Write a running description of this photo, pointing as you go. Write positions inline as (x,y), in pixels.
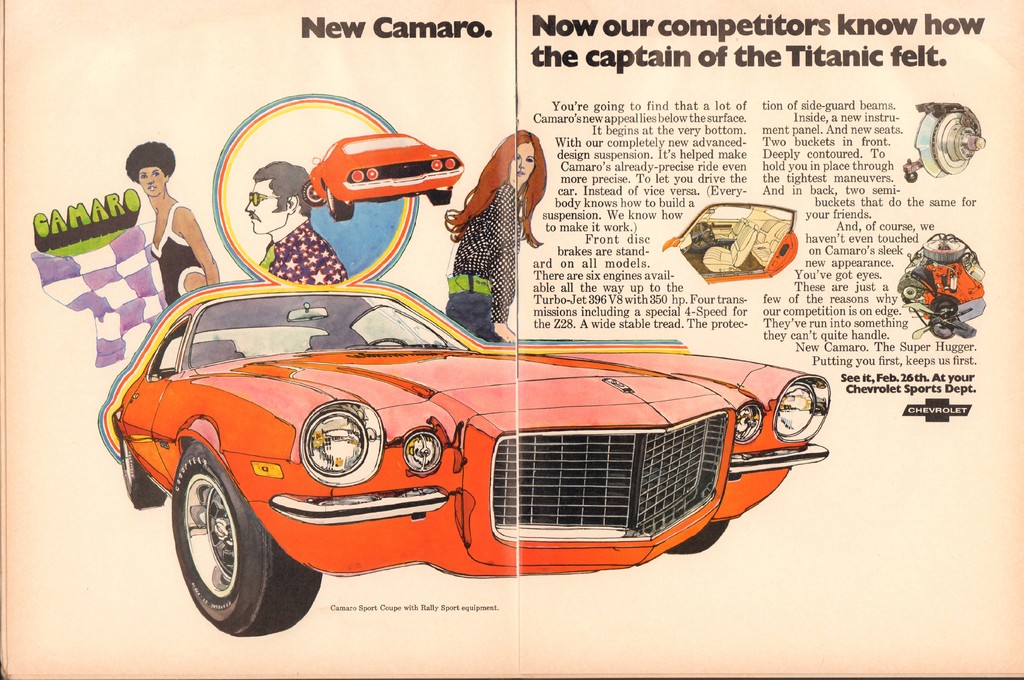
In this image there is a paper (635,345) and on the paper (403,351) there is the image (407,351) of cars (419,357) and persons (294,259) and there are some text (674,145) written on the paper (877,322).
